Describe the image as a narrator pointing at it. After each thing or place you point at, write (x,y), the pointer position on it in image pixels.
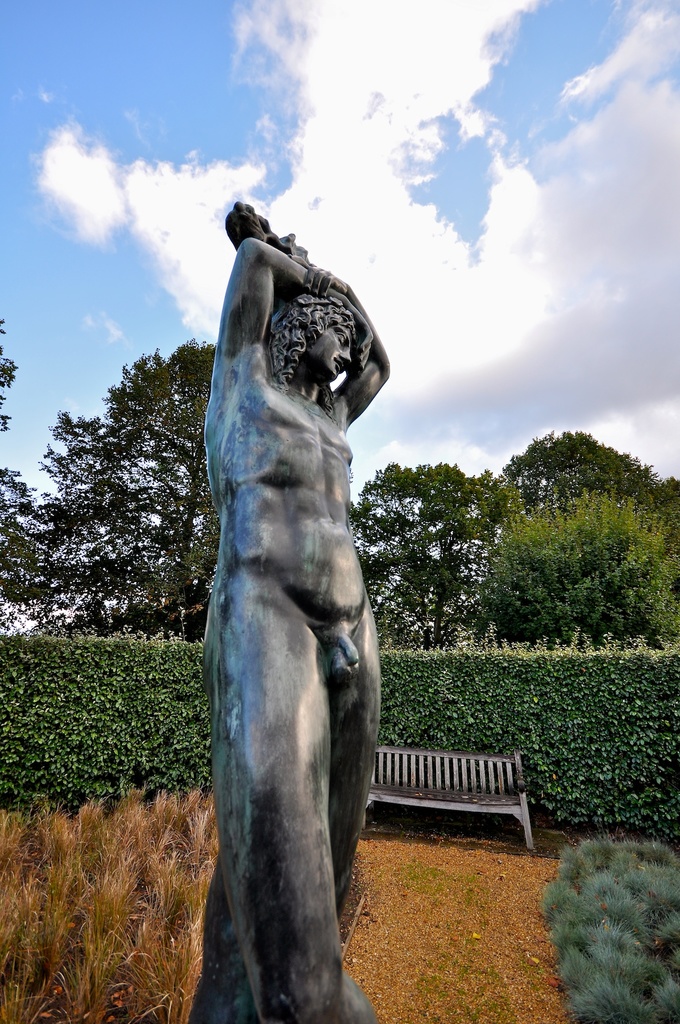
There is a statue (285,858). We can see in the background (167,235) there is a bench (381,778), trees (472,619), clouds (180,236) and sky (162,326).
